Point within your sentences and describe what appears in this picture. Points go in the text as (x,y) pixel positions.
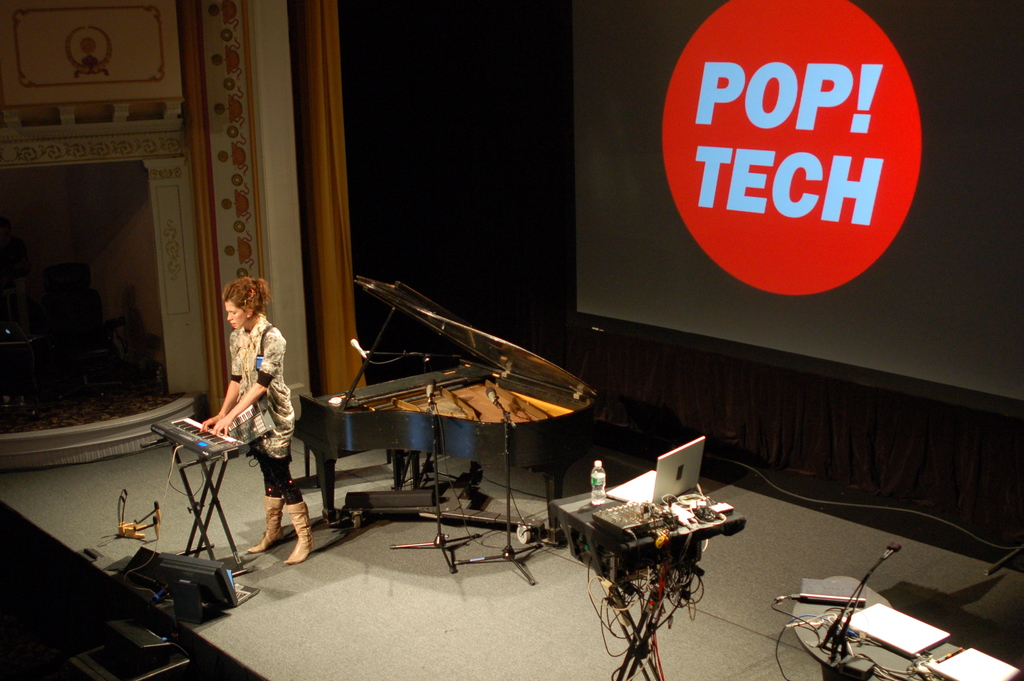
There is one person (276,410) standing and playing a piano (232,443), and there is a piano (378,426) in the middle of this image (451,425). There is one bottle (600,466) and a laptop (624,487) is kept on a table (627,552), and there is a Mic (865,582) and some papers (869,623) kept on a table (819,611) as we can see at the bottom right corner of this image (902,661). There is a screen (604,86) in the background (628,248) and there is some text (782,105) on it. There are some chairs (89,327) on the left side of this image (86,347). There are some objects (164,560) kept on the ground (164,527).
